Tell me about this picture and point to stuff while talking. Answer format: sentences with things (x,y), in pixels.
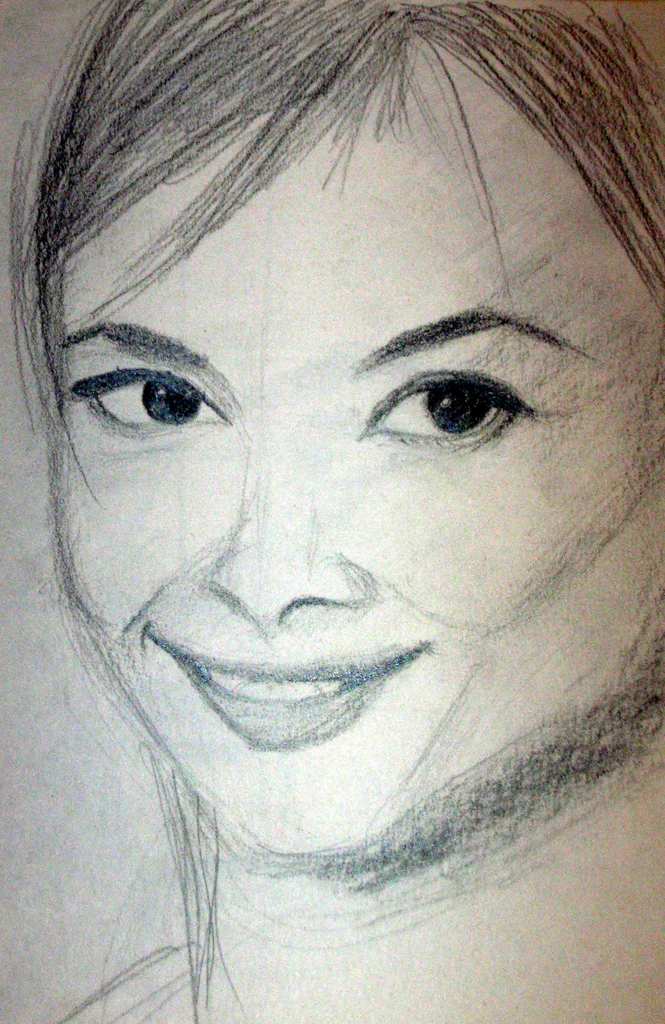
In this image we can see a pencil sketch (134,496) of a woman (134,458).
